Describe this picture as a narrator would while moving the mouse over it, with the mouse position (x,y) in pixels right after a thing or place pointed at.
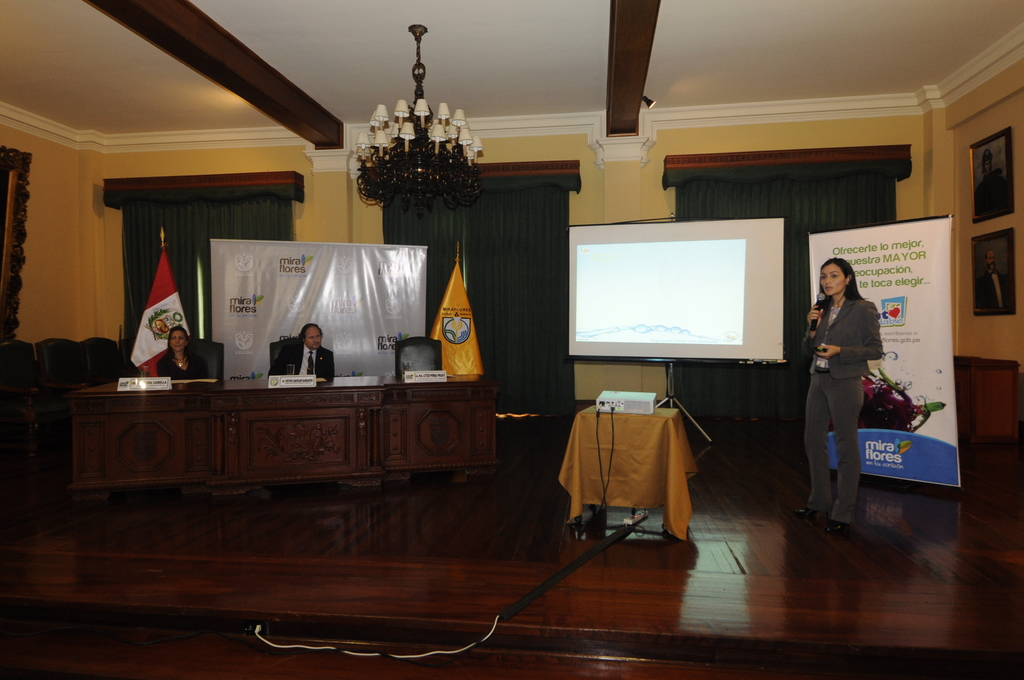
In this image i can see a woman (835,324) standing and holding micro phone (819,305) at the back ground (711,268) i can see a screen (731,268), a banner (859,267) two other persons (309,364) sitting on chair (269,364), curtain (288,228) and a wall (320,224).
